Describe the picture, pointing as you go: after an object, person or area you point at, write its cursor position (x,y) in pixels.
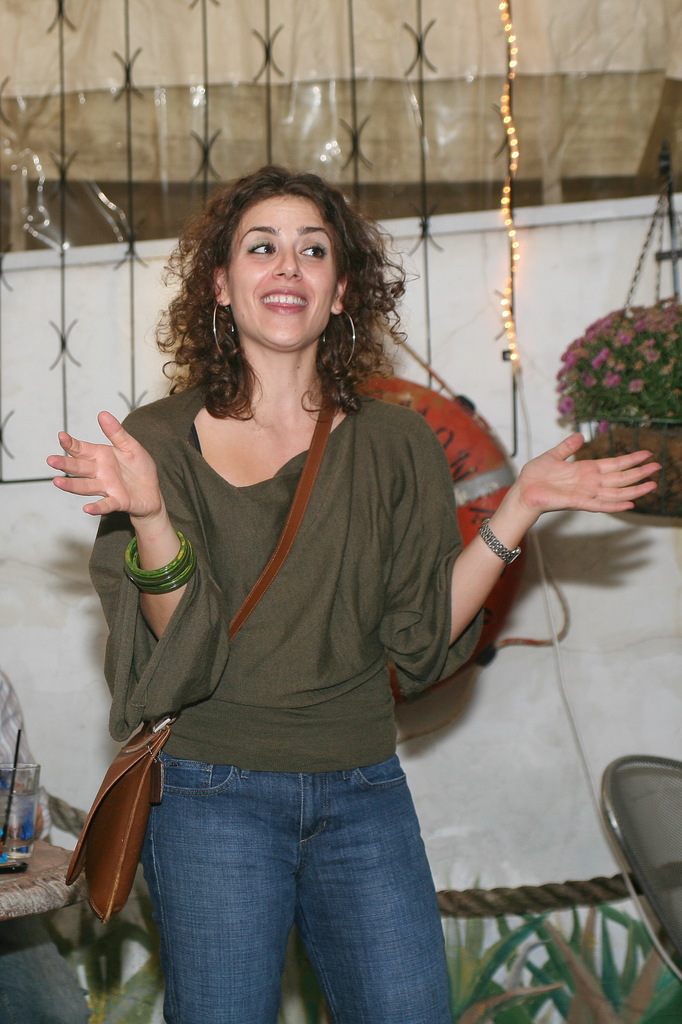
In this picture there is a woman (201,957) standing and carrying a bag (106,873), In the background of the image (64,809) we can see glass (39,781) with straw (12,779) on the table (7,875), person (13,1019), lights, chair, cloth (52,101), plant (640,340) with flowers (623,336) in a pot (641,445), leaves (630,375) and objects (351,39).
